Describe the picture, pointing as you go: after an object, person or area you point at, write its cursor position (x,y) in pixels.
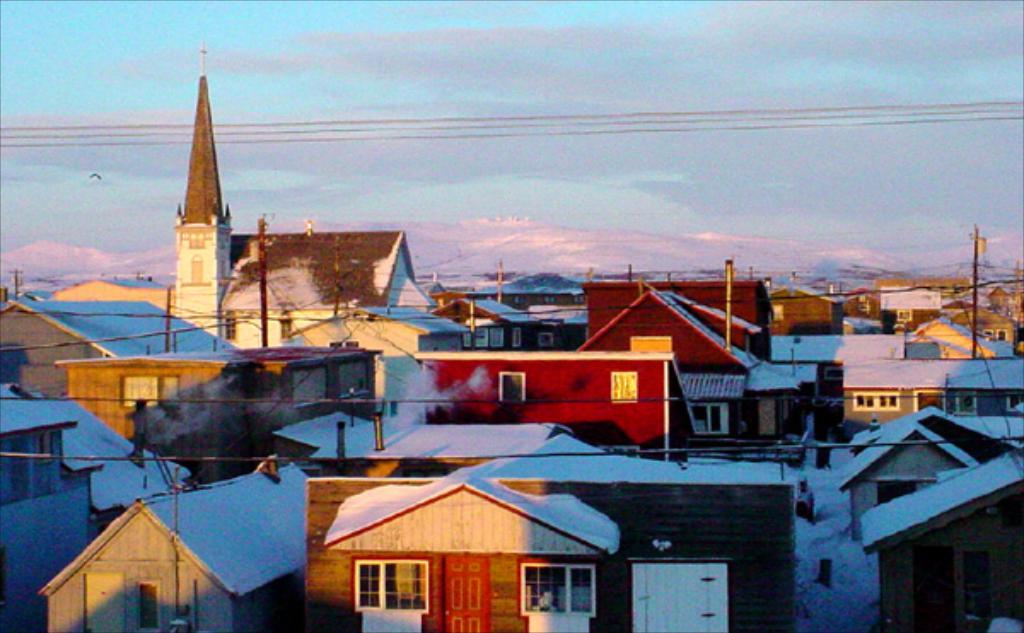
Here in this picture we can see number of houses (211,347) present all over there, which are covered with snow (949,489) and we can also see electric poles (265,284) present over there and on the left side (204,246) we can see a church tower (199,146) with an Christianity symbol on it present over there and in the far we can see the mountains (589,254) covered with snow (596,255) and we can see clouds (366,158) in the sky (366,158) over there.
